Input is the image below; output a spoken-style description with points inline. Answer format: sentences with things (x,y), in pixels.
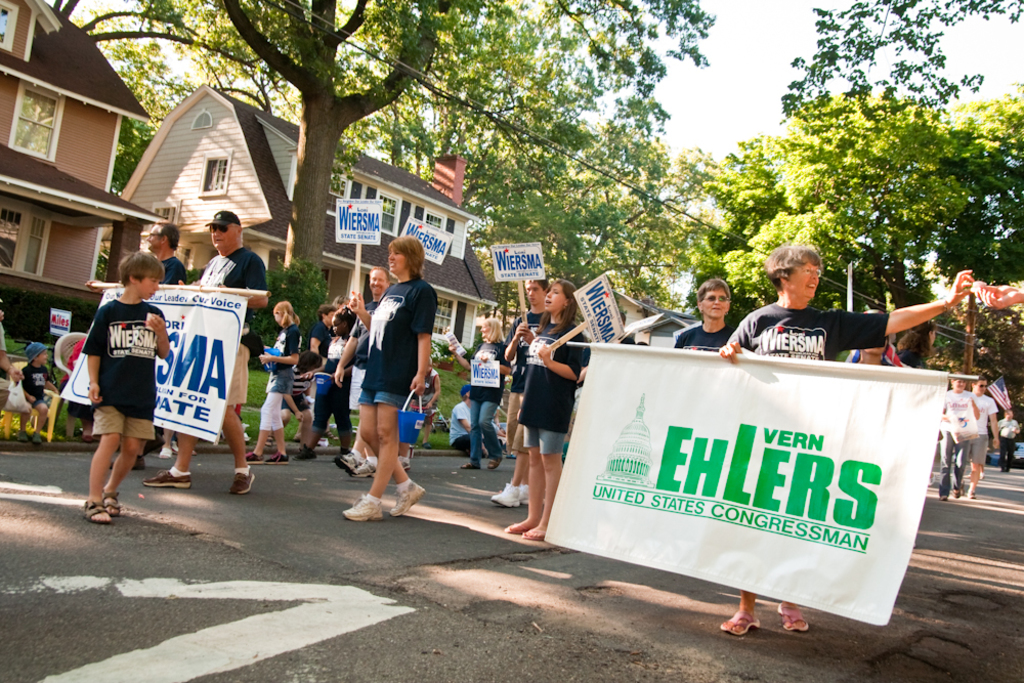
In this image we can see some persons (519,361), banners (857,392), name boards (611,308) and other objects (1002,398). In the background of the image (592,160) there are some buildings (63,86), trees (591,154), sky (805,35) and other objects (969,307). At the bottom of the image (454,610) there is the road (531,625).
